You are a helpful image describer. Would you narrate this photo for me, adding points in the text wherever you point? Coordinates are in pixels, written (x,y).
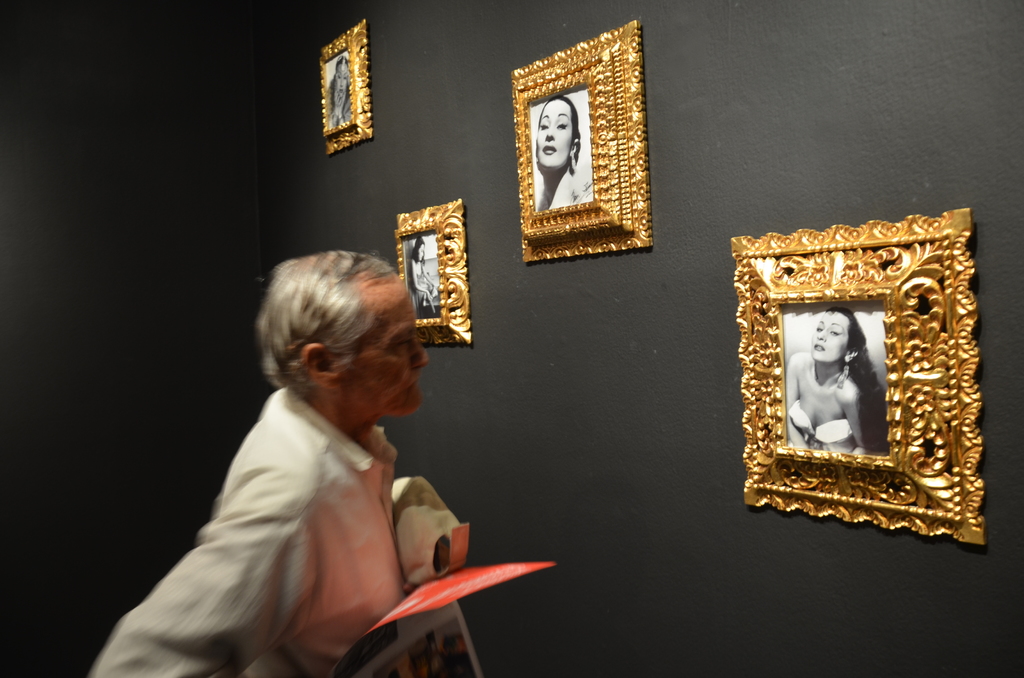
In this image I can see a man (346,418) is standing and holding an object (421,603) in hands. Here I can see photos (791,418) on a black color wall (472,133). In these photos (859,400) I can see women (848,381).
